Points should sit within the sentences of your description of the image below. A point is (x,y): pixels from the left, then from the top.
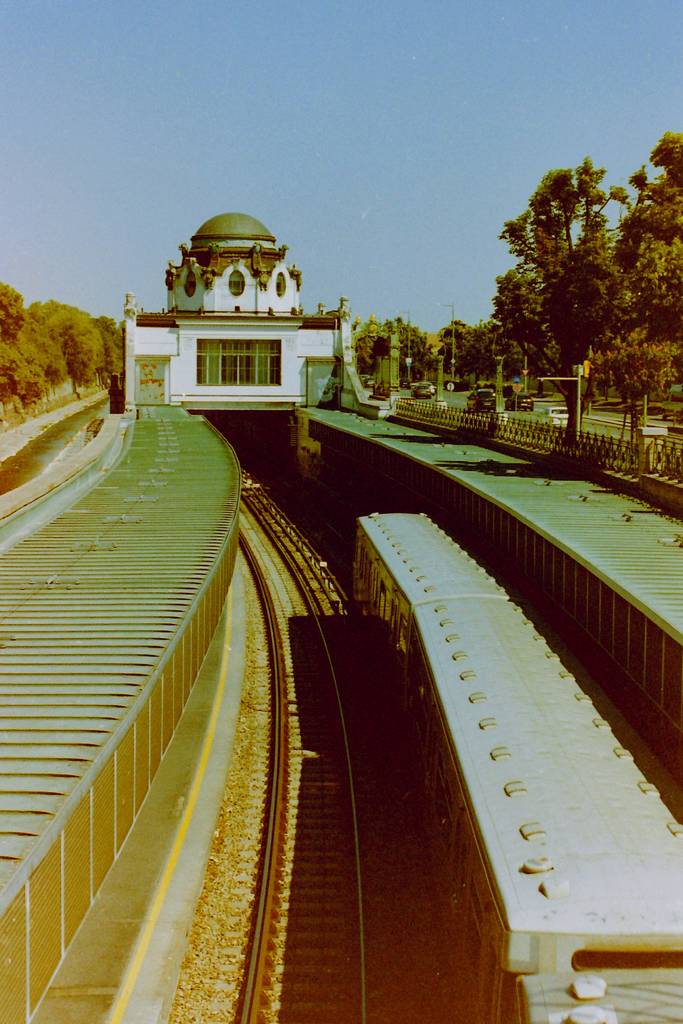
In this image there is a train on the railway track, and there is another railway track (275,979), and in the background (52,379) there is a building (281,280), trees (420,368), vehicles (488,403), road (675,428), poles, sky (41,209).
